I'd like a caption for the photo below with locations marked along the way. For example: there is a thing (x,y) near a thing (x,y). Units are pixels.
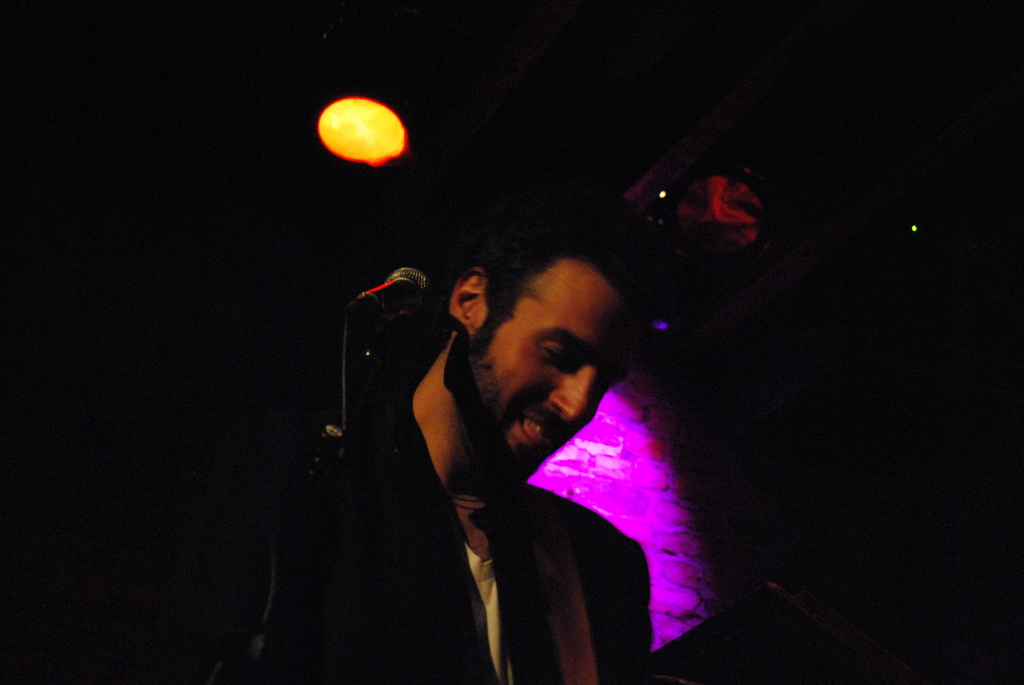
In the center of the image (482,242), there is a man (439,500) standing and there is a mic stand (324,434).
